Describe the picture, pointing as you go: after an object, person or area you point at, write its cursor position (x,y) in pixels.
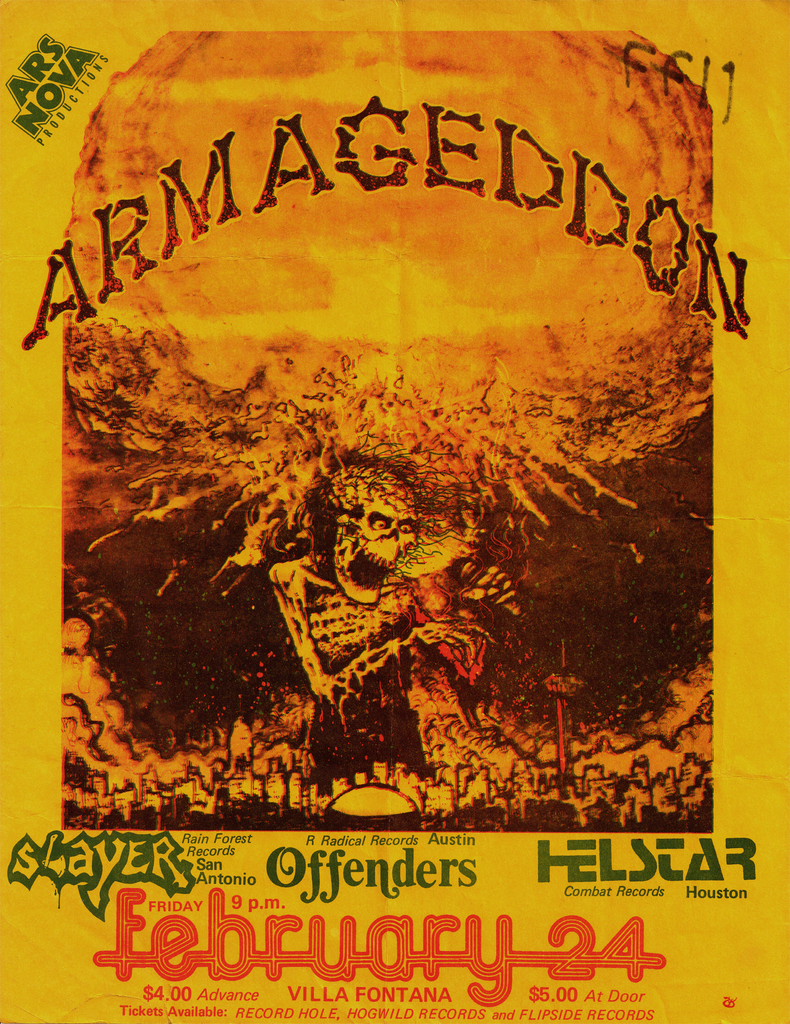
In this image we can see a poster (402,509). On the poster (366,707) something is written. And there is an image (329,414).
